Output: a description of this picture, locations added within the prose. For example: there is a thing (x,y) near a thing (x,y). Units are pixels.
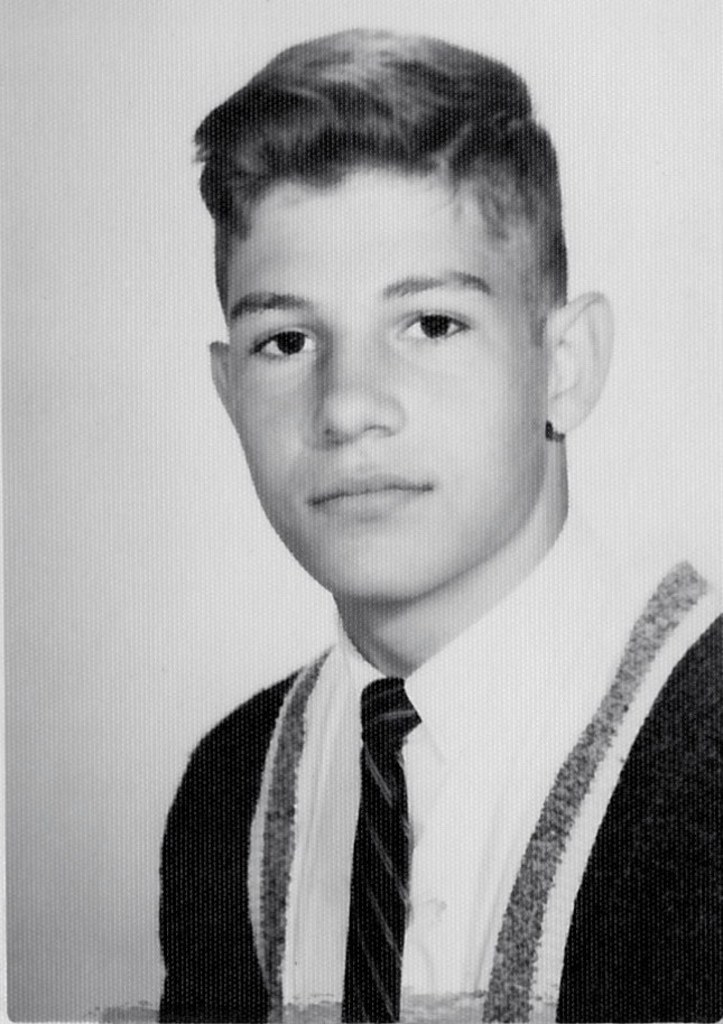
It is the black and white image of a boy (411,687) who is wearing the tie (360,850) and a suit (617,834).
